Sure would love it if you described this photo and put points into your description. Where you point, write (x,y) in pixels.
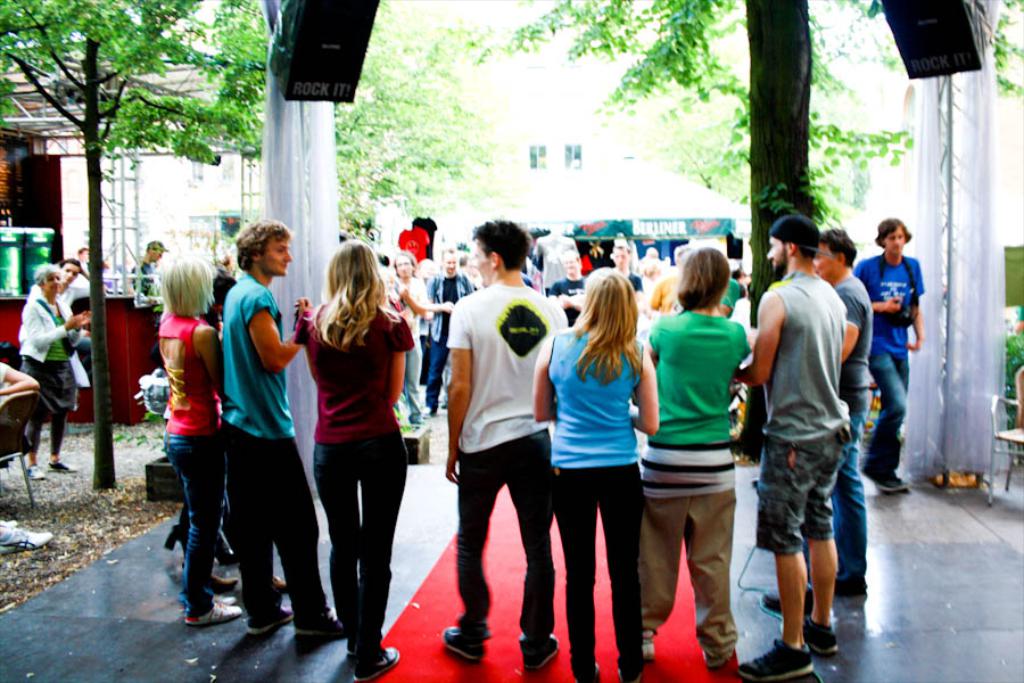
In this picture I can see a group of people (577,455) are standing in the middle (577,455). On the left side (40,50) there are trees (377,122), on the right side (891,335) a man (891,335) is walking by holding the camera (909,322). he wore blue color t-shirt (879,325).
